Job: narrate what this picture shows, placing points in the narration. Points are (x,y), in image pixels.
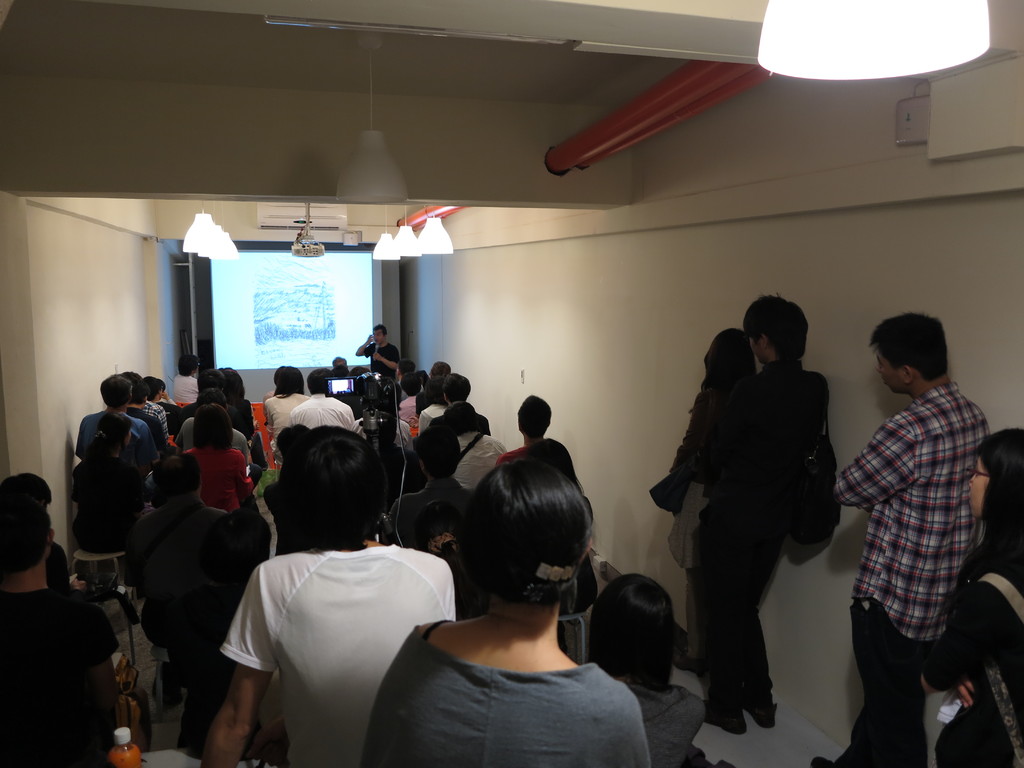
In this image I can see there are many people (176,693) are sitting one after the other and there is the screen (241,313) in the middle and on the right side (1010,603) people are standing.
